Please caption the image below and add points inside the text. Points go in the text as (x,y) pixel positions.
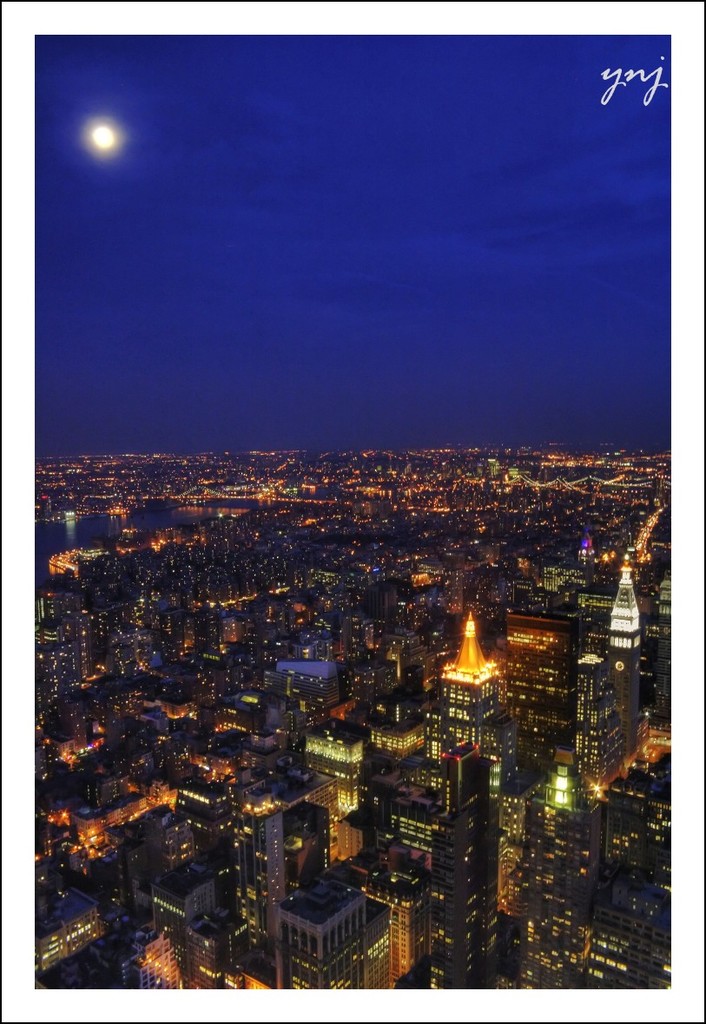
In this image we can see aerial view of a city (287,693). In this image we can see buildings (346,761), lights (213,607), moon (103,129), sky (332,223) and clouds (280,202).
